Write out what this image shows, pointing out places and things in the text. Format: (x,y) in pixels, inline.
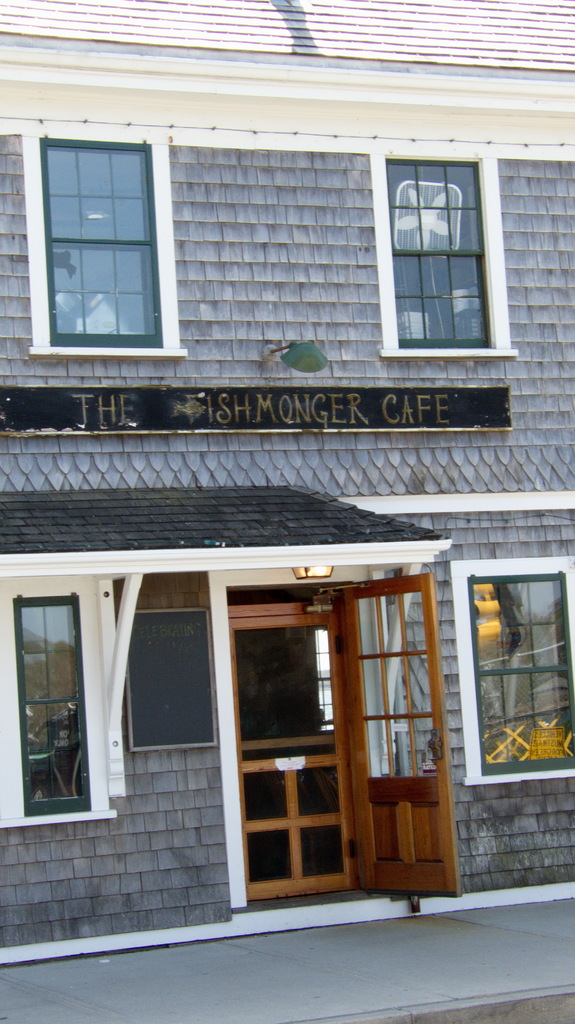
In this picture I can see the wooden door (261,624). I can see glass windows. I can see the house (322,479). I can see light arrangement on the roof (290,536).
